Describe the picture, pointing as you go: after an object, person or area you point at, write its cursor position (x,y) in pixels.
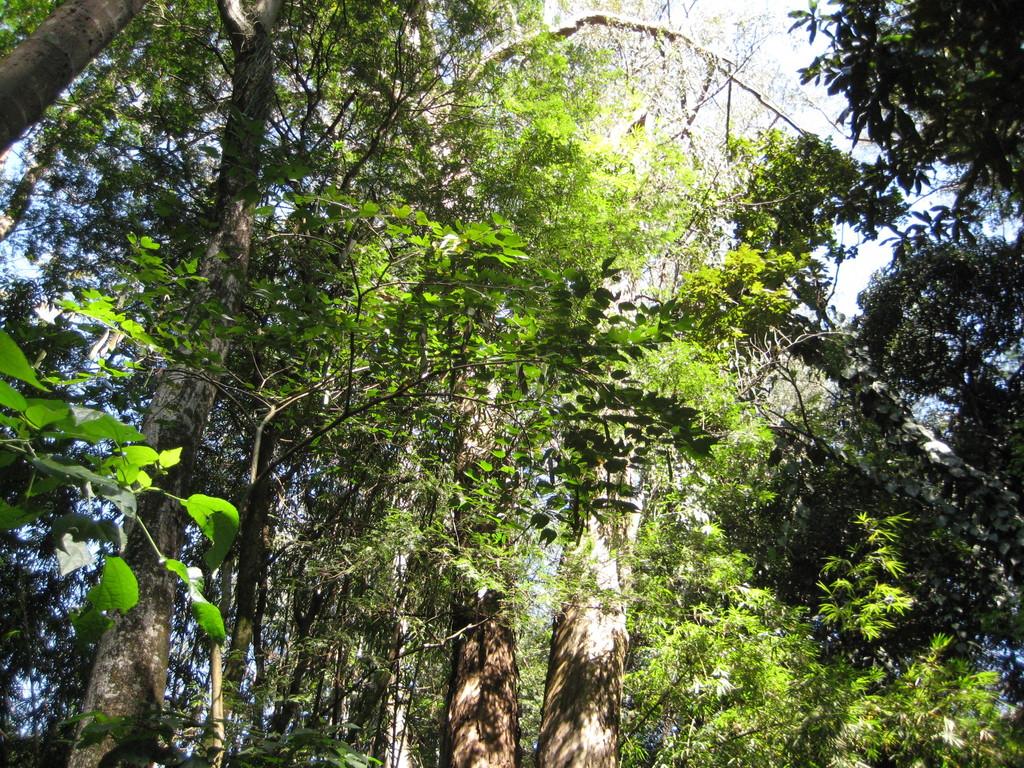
Here in this picture we can see plants (629,705) and trees (380,341) present over a place (637,511).
